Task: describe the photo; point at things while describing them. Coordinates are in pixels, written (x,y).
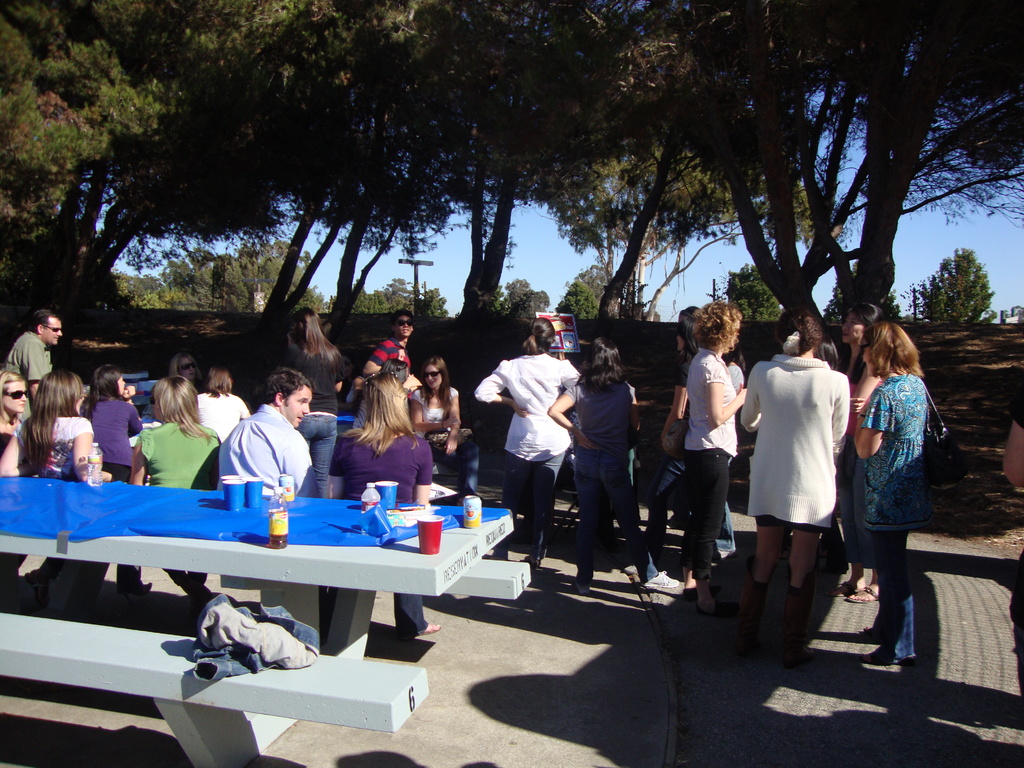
In this image there are group of people (493,399), few are standing and few are sitting. There are cups (238,495), bottles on the table (290,541). At the back (75,179) there are trees (547,110), and at the top (542,233) there is a sky (546,240).
